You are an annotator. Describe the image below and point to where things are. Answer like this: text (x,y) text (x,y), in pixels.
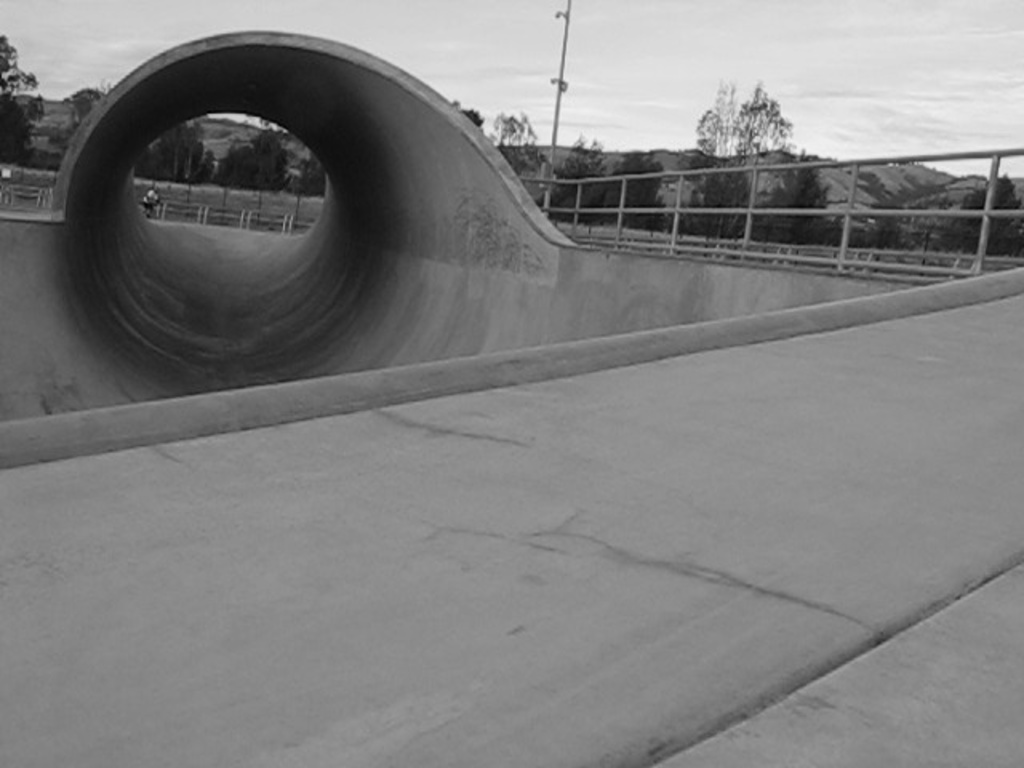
In this black and white image, we can see a skate ramp (586,482). There is a tunnel (467,220) in the top left of the image (123,227). There are some trees (702,157) and sky (643,82) at the top of the image (479,56).
